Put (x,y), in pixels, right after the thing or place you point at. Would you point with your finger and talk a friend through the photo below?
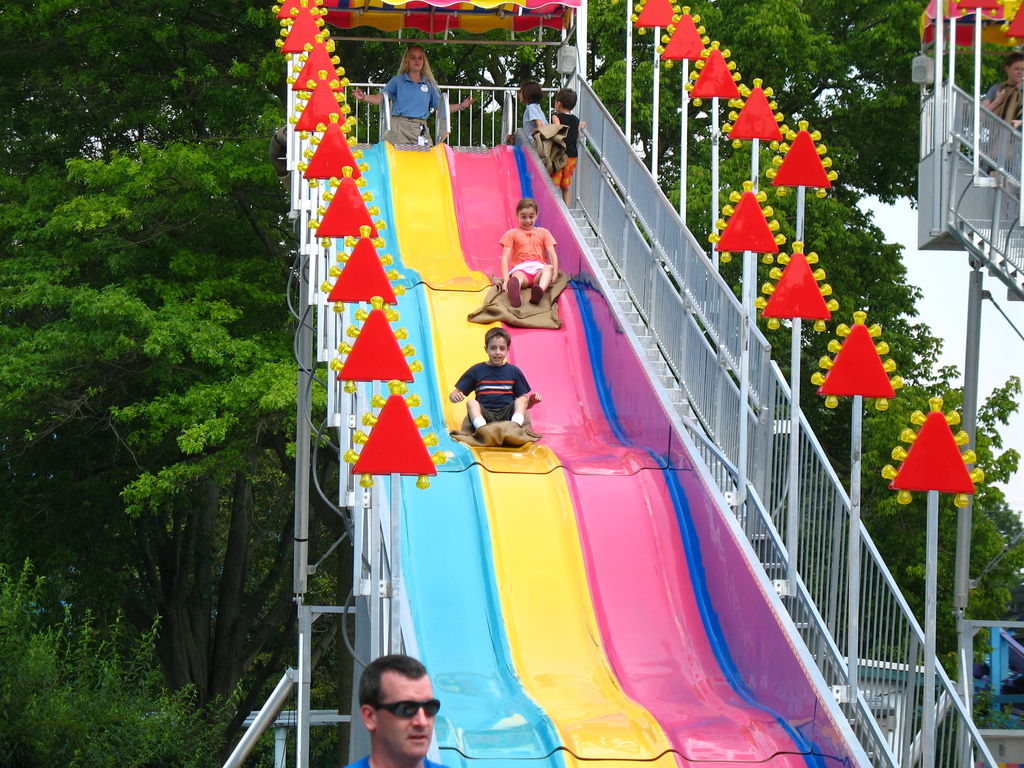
In this image I can see park's slides (438,283) and on it I can see few children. Behind it I can see number of trees (802,339) and on the right of this image (766,562) I can see a man (1017,66) and stairs (970,235). In the front (367,762) I can see a man (384,686) and I can see he is wearing black shades (382,710). I can also see number of lights (976,479) on the both side of these slides (422,196).
